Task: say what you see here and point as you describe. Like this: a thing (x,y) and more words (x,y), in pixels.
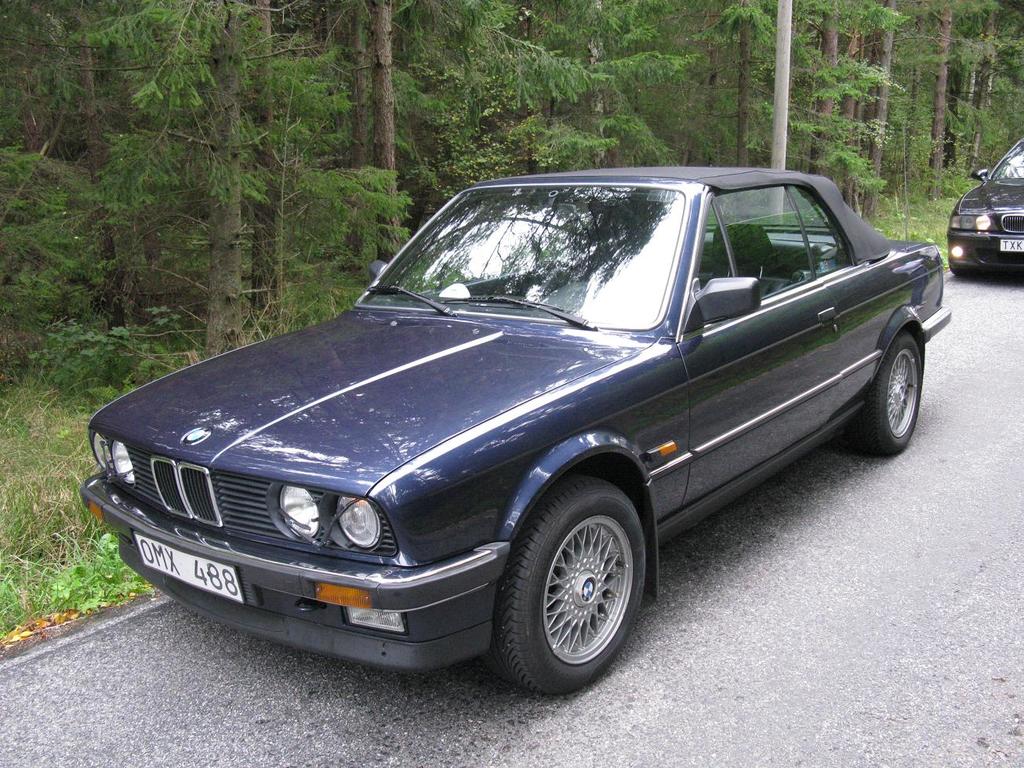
We can see cars (857,306) on the road (886,494), trees (814,46), grass (18,604) and pole (788,63).
